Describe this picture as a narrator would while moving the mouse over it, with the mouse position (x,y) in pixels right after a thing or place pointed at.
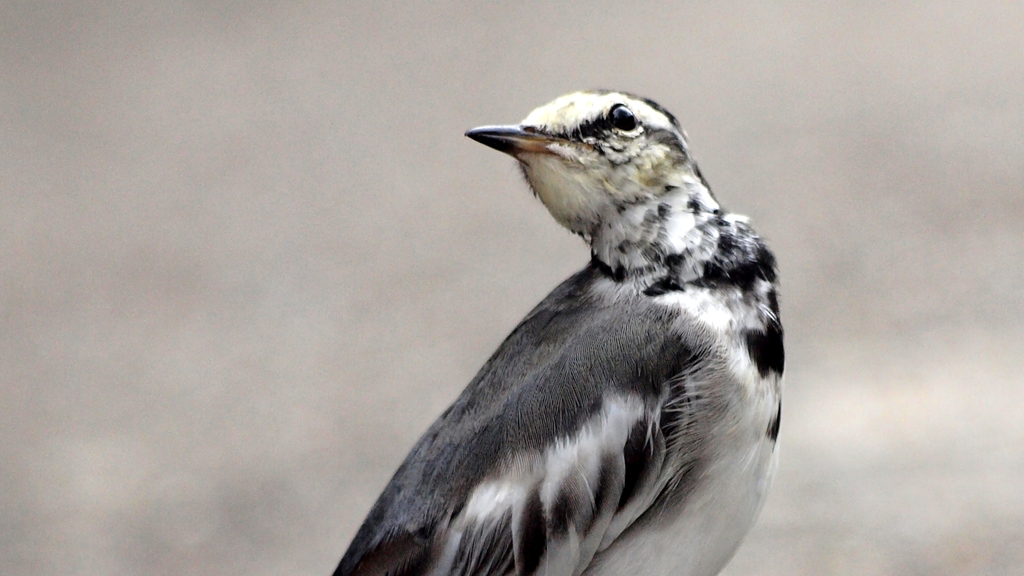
In this image we can see one bird (622,406).
